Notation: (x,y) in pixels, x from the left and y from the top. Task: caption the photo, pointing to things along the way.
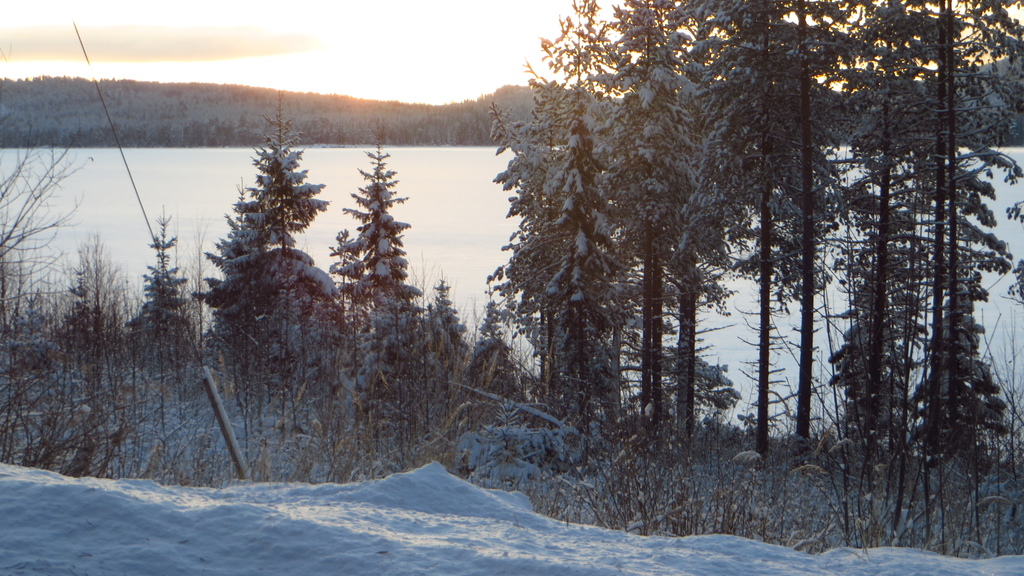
In this image there is snow (337,505) and we can see trees (654,380) covered by snow (599,220). In the background (336,72) there is sky (424,78).
